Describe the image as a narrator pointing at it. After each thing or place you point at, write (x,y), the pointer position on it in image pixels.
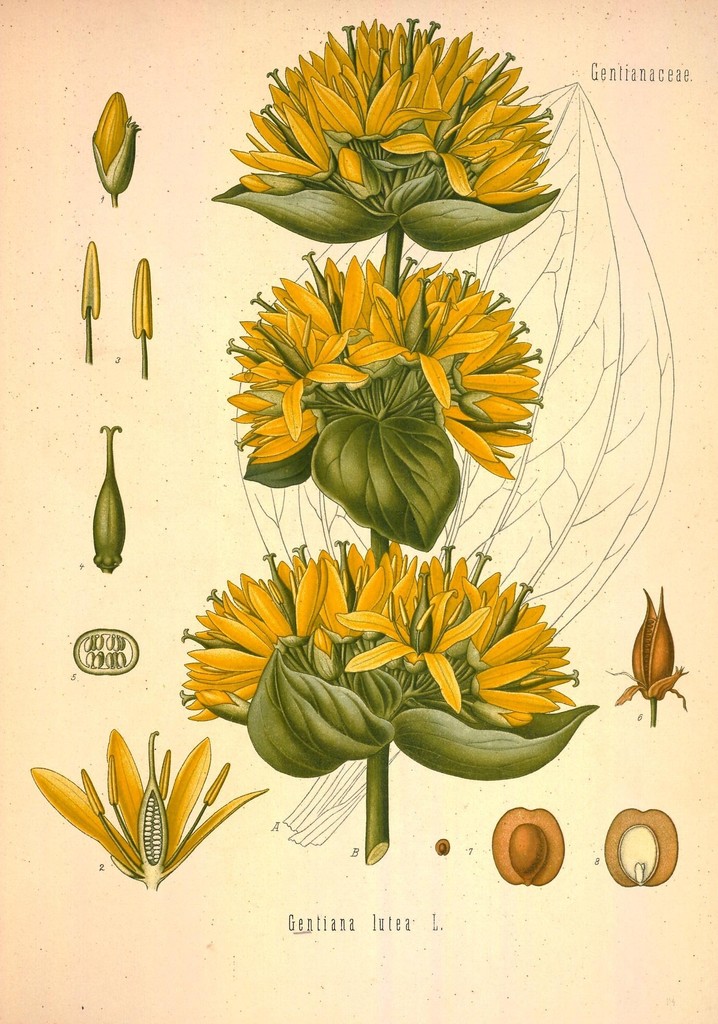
In the picture we can see the drawing (140,298) of the flowers (466,190) on the paper (570,862).
